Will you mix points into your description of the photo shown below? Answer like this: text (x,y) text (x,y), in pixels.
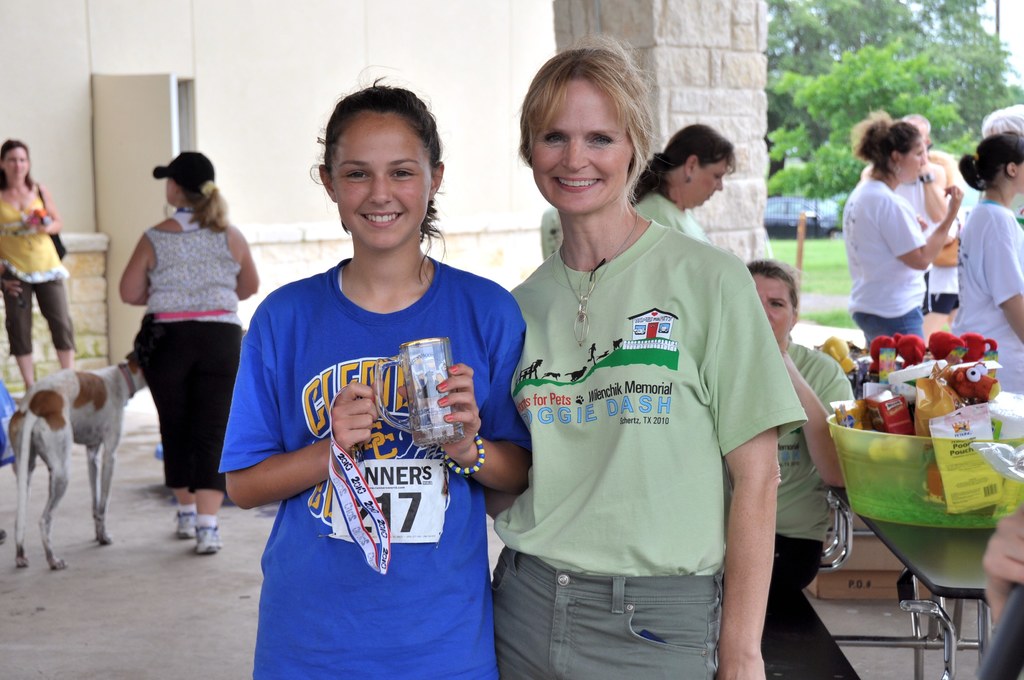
In this image I see 2 women (740,324) and both of them are smiling, I can also see that this woman (426,315) is holding a glass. In the background (373,9) I see the wall (407,19), few people (228,379) and few things (867,512) over here and the dog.
